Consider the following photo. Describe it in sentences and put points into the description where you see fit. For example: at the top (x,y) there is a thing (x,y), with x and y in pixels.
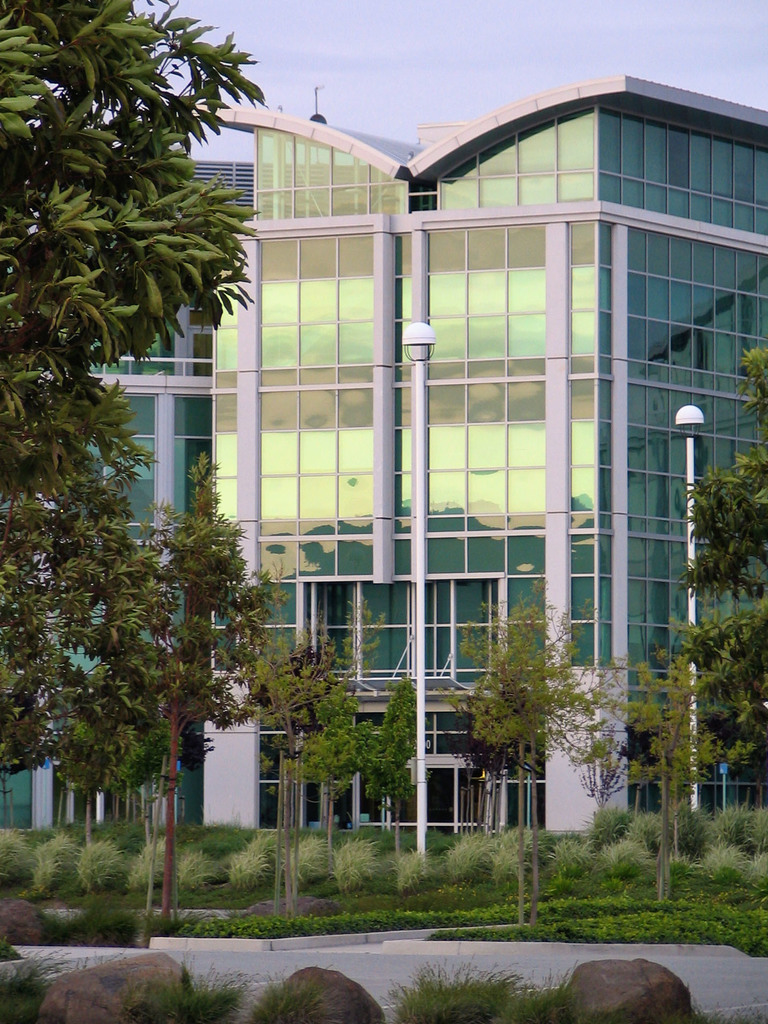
In this image there is the front view of a building (350,527), in front of the building (343,583) there are trees (198,489), grass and rocks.
